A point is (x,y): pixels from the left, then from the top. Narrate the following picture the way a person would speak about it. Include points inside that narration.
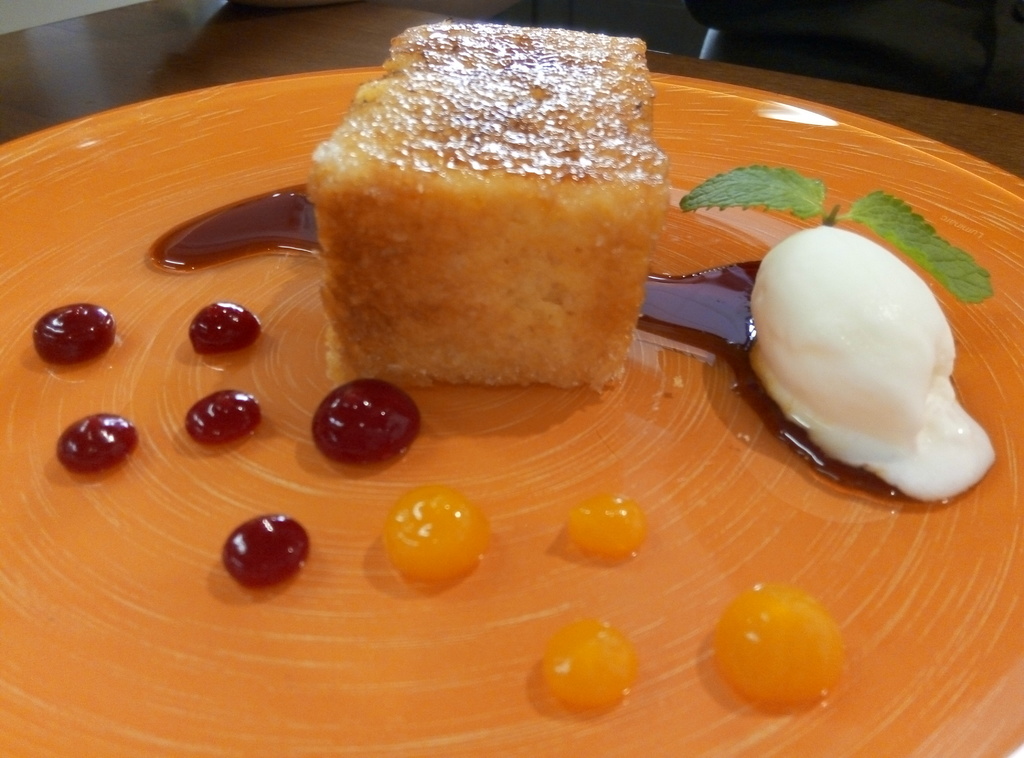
In the picture I can see some food item (828,424) is kept on the orange color plate (501,489) which is placed on the table (58,41). Here I can see two mint leaves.
